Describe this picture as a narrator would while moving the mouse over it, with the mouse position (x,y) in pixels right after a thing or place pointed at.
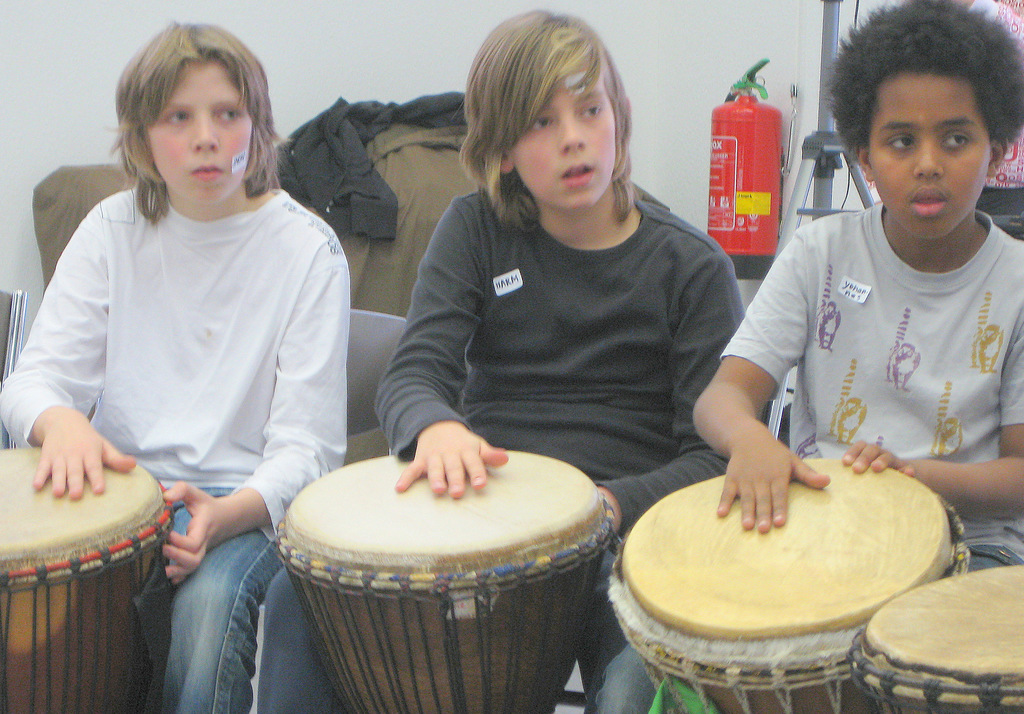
In this image there are three people (895,373) who are playing the drums (395,498) with their hands (65,444). At the background (755,122) there is a fire extinguisher (742,137) and clothes (380,137). And there is a sticker (242,167) attached to the face (237,137) of a girl (229,273).
